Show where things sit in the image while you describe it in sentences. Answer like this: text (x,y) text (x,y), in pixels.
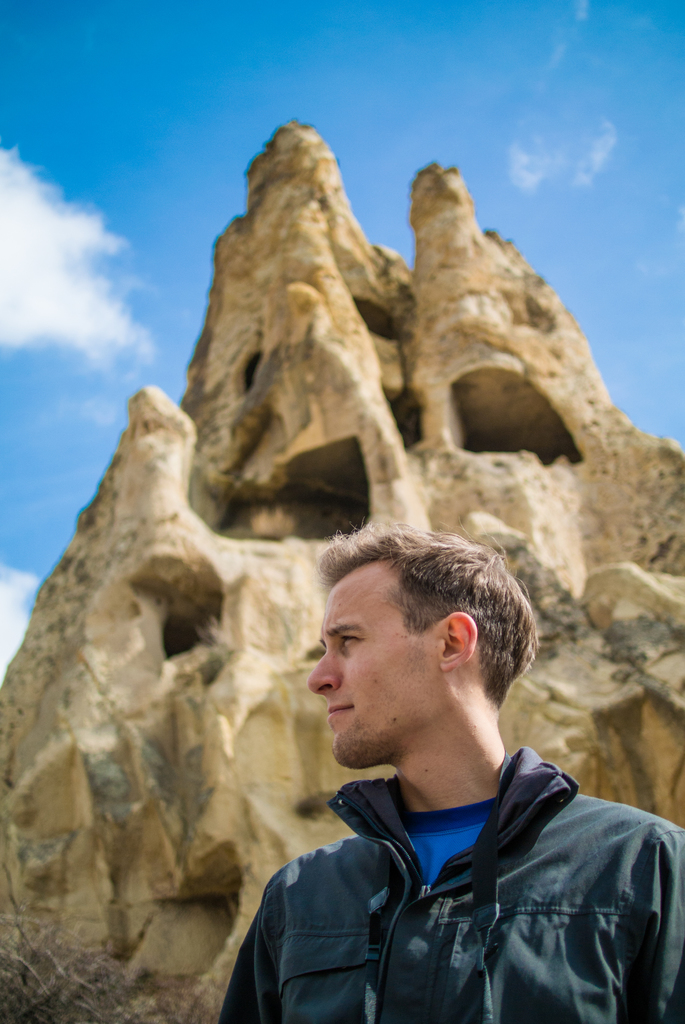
In this image a man (366,857) is standing in front of a hill (321,334) wearing black jacket (524,958) and blue t-shirt (453,839). In the sky (63,437) there are patches of cloud (74,233).
